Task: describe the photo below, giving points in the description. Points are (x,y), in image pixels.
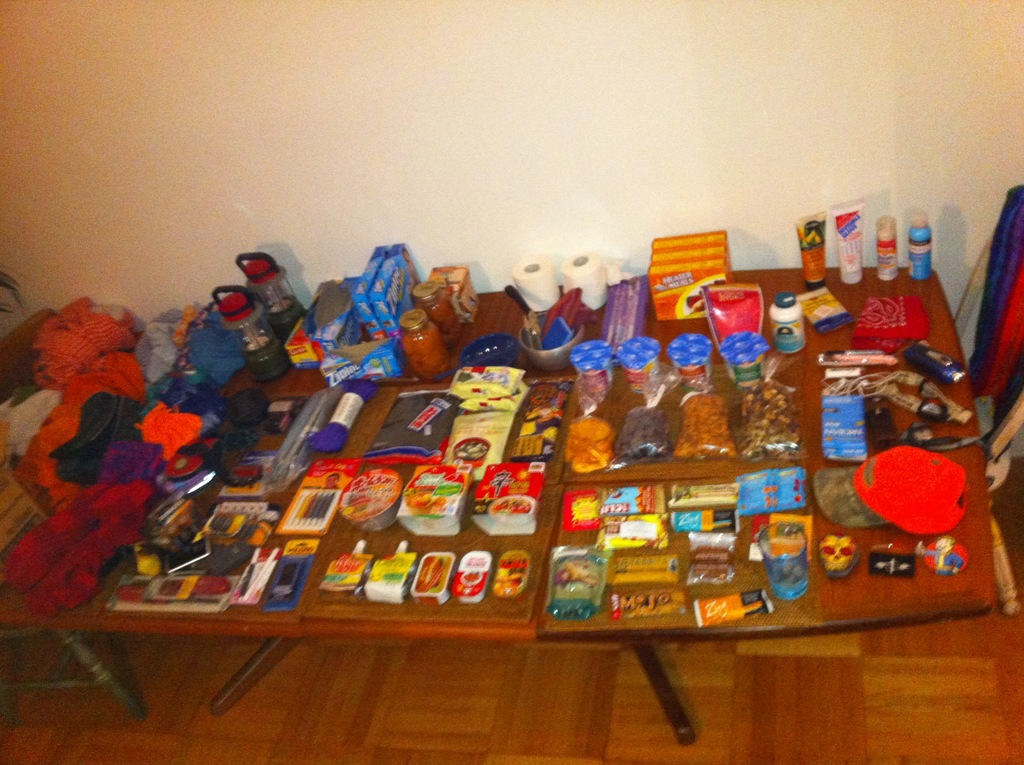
food items (389,495) are placed on the table (881,542).
